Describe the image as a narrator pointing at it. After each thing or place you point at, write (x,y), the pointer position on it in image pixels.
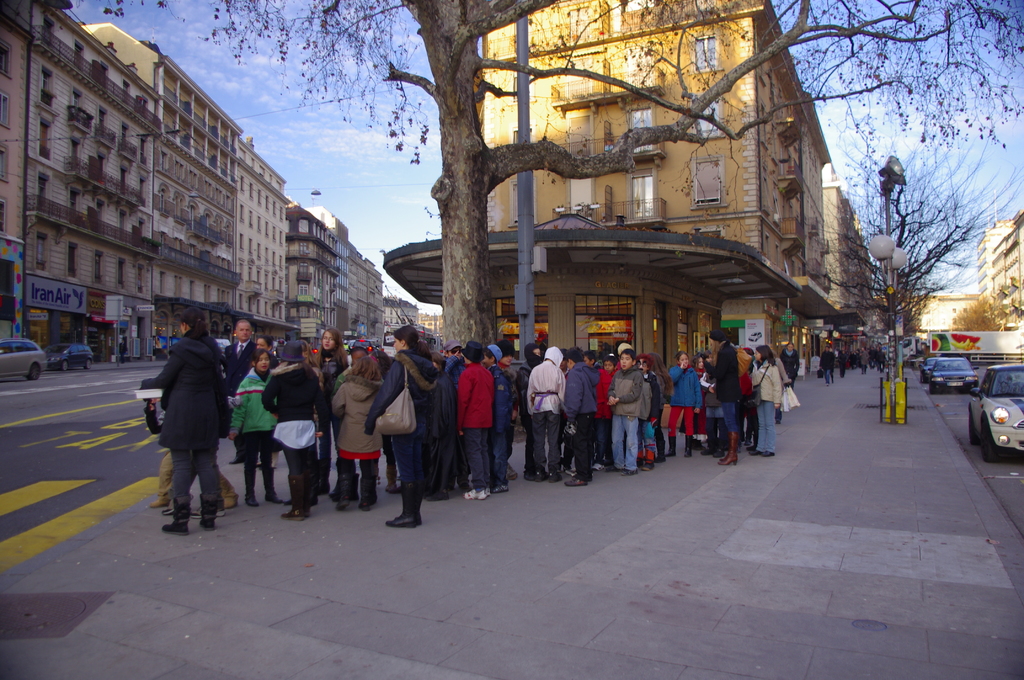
In this image there are many people (557,391) on the road (827,386). In the background (18,275) there are buildings (596,314). On the road (960,404) few vehicles (936,387) are moving. These are the trees (905,277). The sky (386,169) is cloudy.
